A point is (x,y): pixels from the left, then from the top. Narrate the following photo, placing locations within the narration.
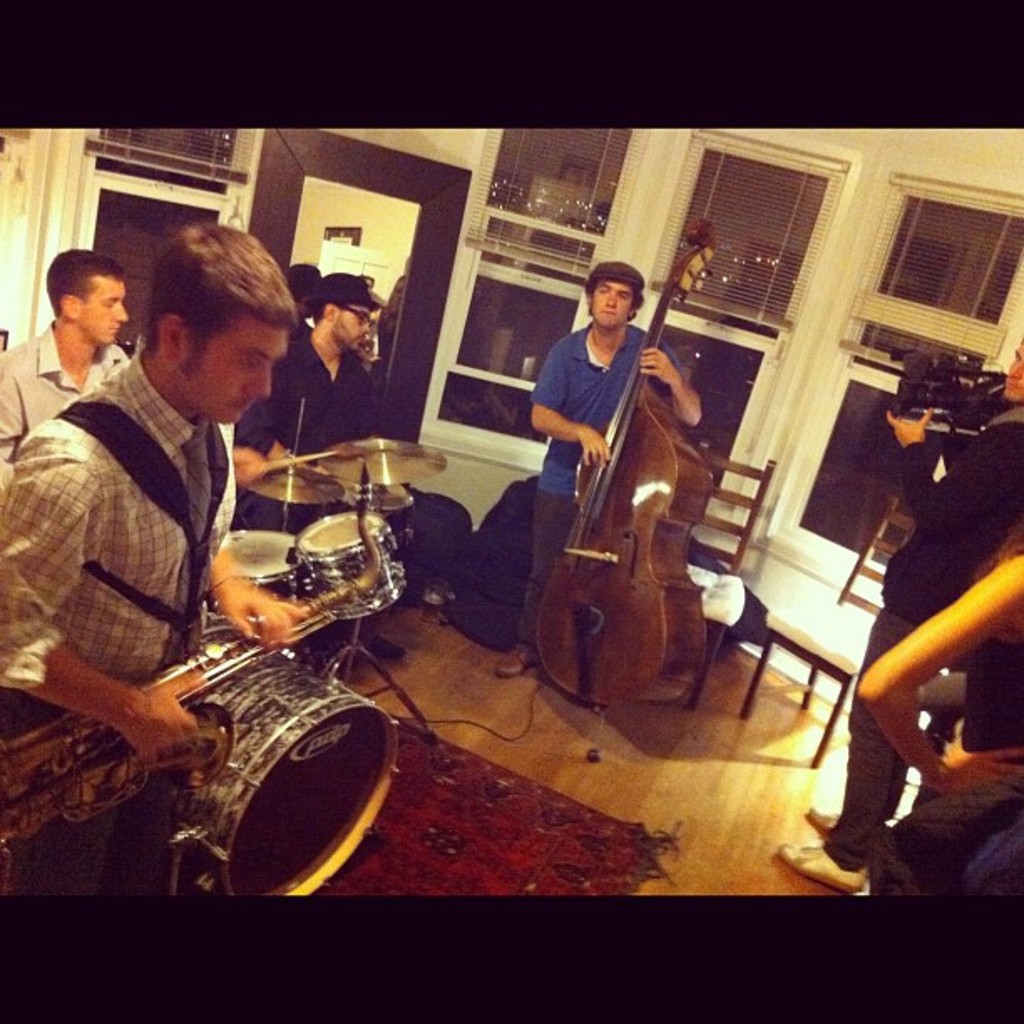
In this image I can see number of people (8,724) and also I can see few of them are holding musical instruments (612,511). In the background (416,423) I can see few chairs (790,609) and a mirror (327,226).
